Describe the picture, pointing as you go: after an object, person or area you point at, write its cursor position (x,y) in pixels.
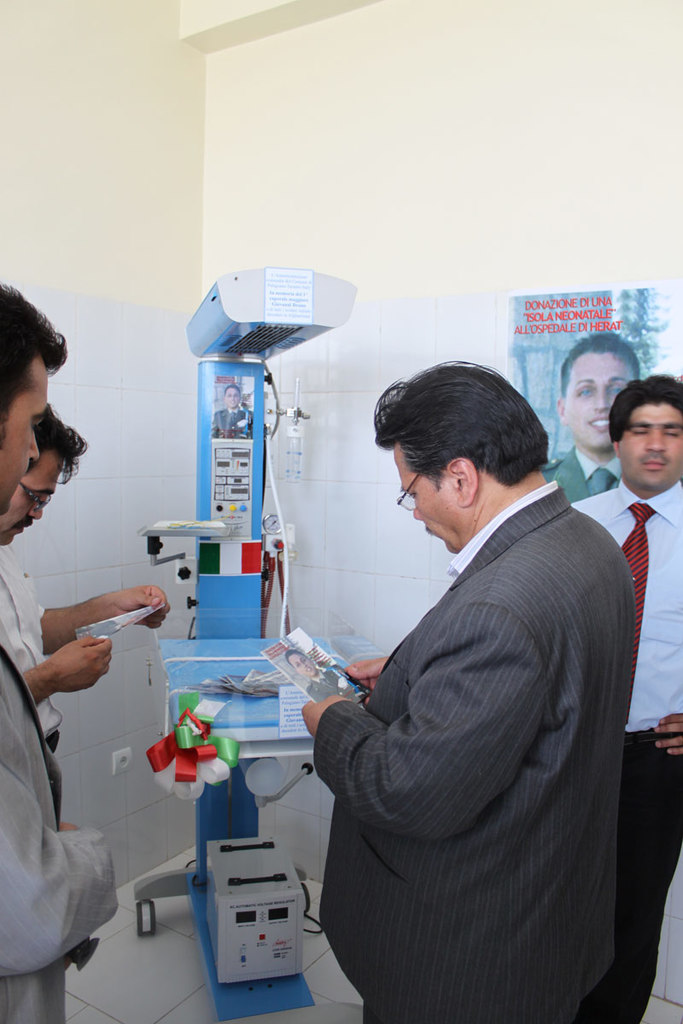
In the center of the image (362,678) we can see four people (57,821) are standing. Among them, we can see two persons (72,662) are holding papers (85,634). In the background (182,228) there is a wall (384,305), poster (595,376), one machine (322,308), switchboard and a few other objects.
